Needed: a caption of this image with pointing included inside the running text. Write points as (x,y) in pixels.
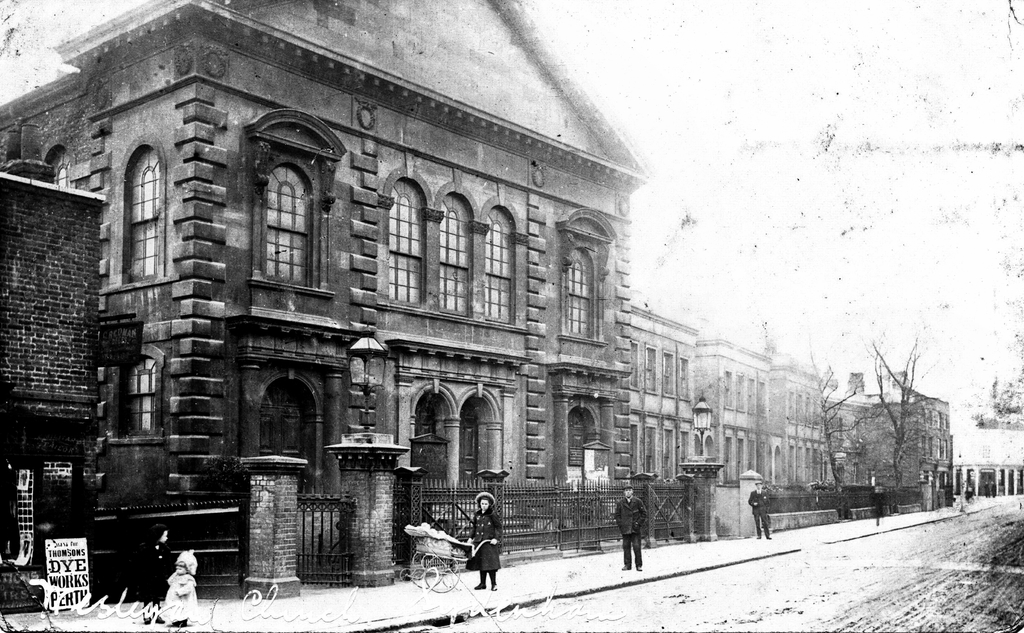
This is a black and white image where I can see people (474,566) walking on the sidewalk (408,592), here I can see a trolley (420,577), I can see the fence (148,517), a board (63,581), dry trees (831,473), buildings (309,471) and the sky (955,322) in the background (768,316).
